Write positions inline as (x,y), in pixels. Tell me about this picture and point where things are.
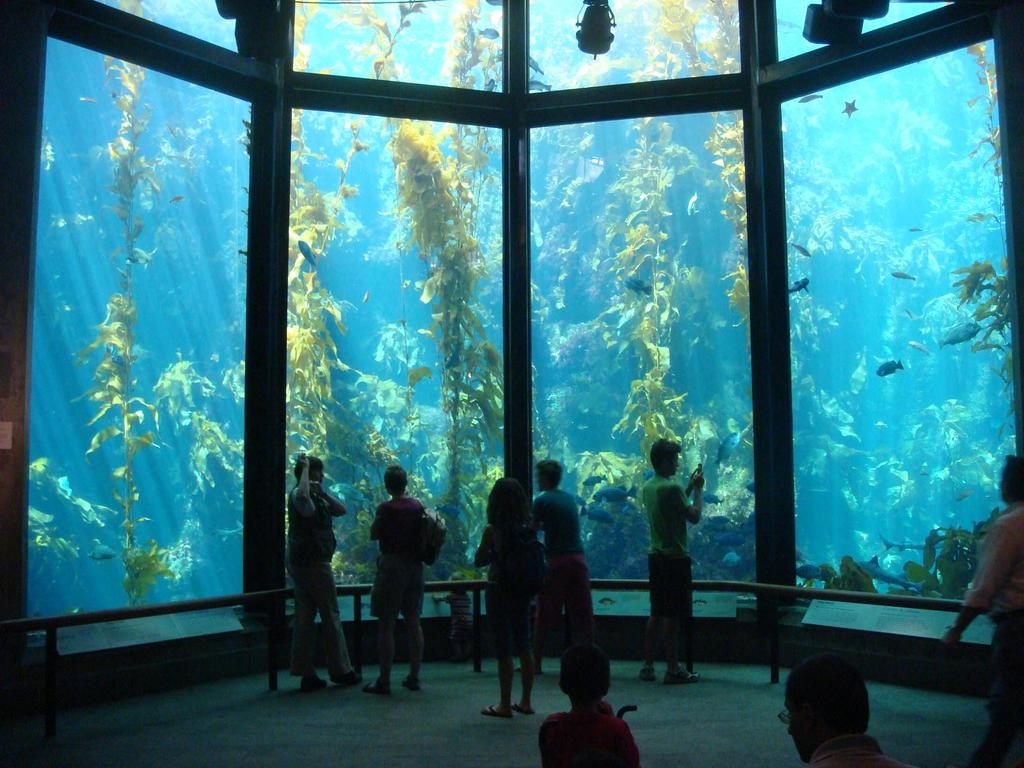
In this image there are a few people (487,614) standing, in front of them there is a fence (13,620) and glass (301,202) through which we can see there are plants (439,257) fish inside the glass (623,321). At the top of the image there are few objects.
